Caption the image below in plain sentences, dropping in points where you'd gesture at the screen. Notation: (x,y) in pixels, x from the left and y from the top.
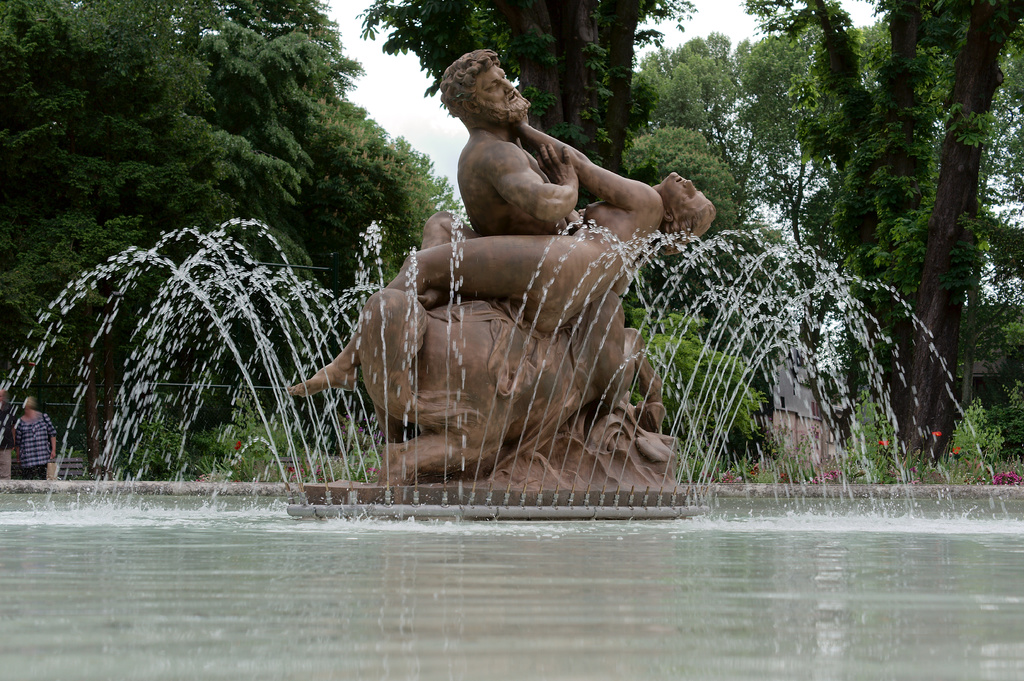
In this image, we can see a statue (469,332), water fountains (462,510). At the bottom (553,527), we can see water (473,605). Background (943,215) we can see trees (904,223), plants (1023,449), building (823,430) and sky (659,37). Left side of the image (44,436), we can see few people (26,465) are standing.
